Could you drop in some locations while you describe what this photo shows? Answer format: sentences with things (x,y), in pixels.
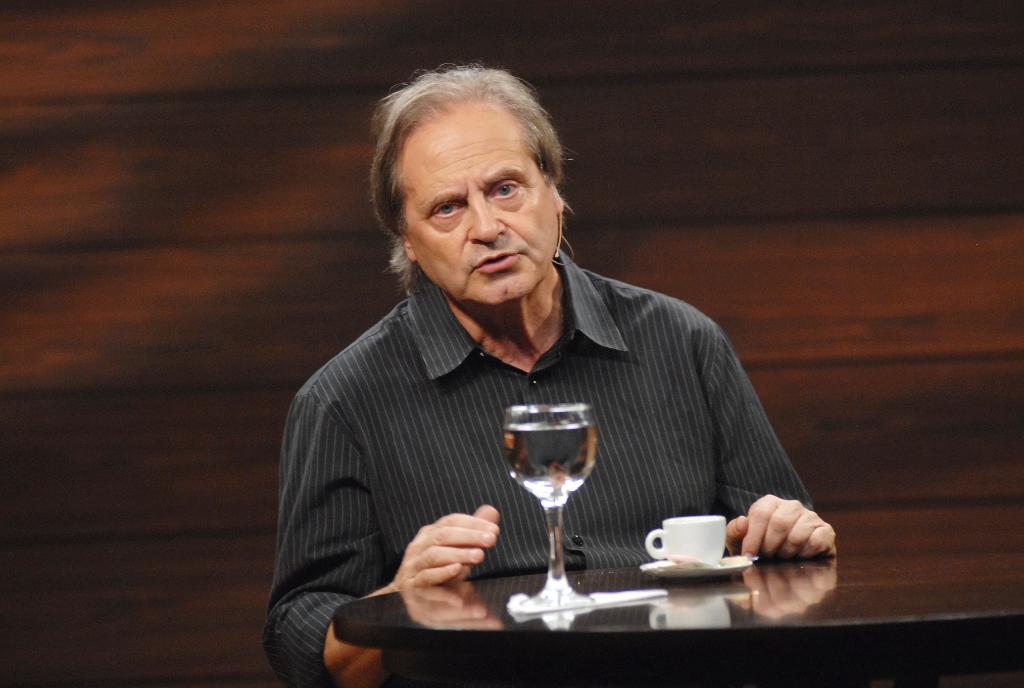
Here we can see a person (531,319) with a microphone (560,238) on his ear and in front of him there is a table (777,569) having a cup (685,524) and glass (578,486) present.
